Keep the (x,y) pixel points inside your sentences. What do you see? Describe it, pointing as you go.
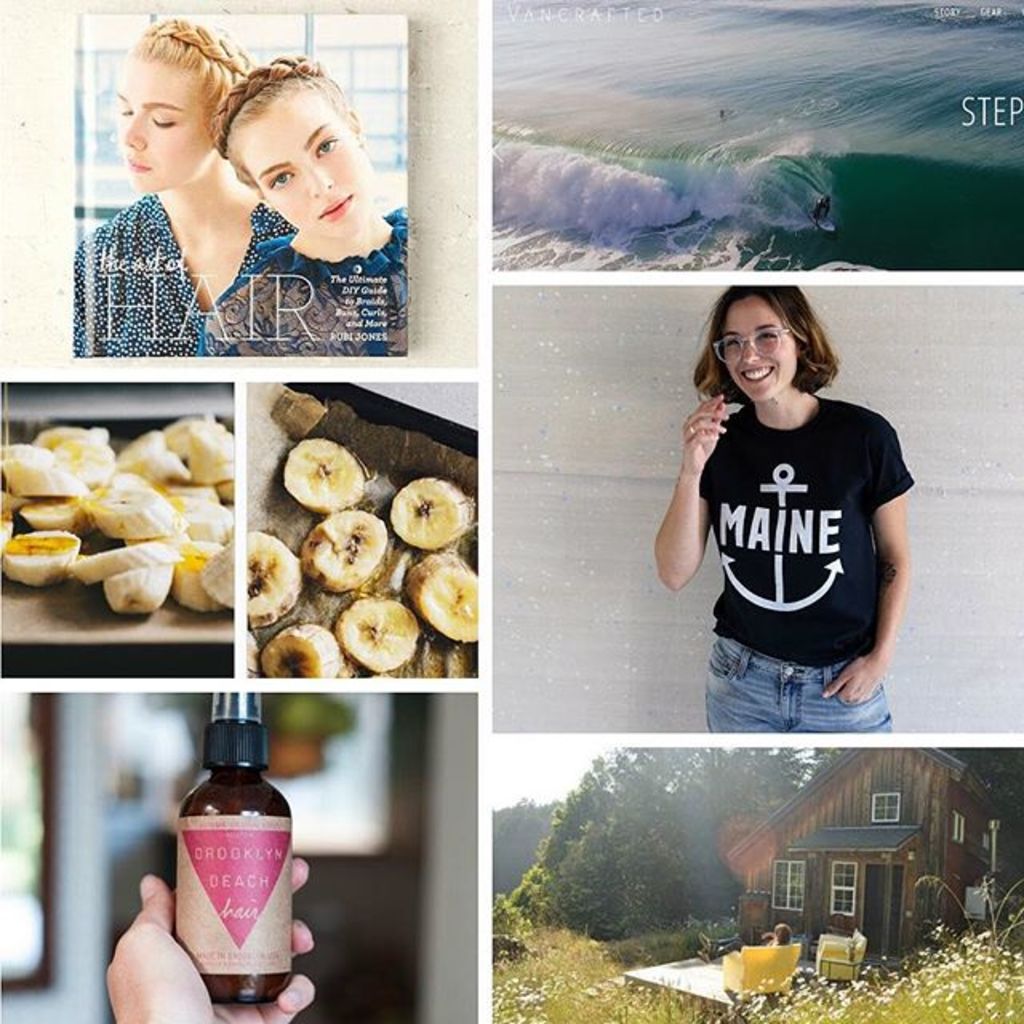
This image is a collage and in this image we can see the women images (311,274) and also house (838,820) with trees (565,855) and chairs (787,968) and also a tonic bottle (244,773), beach (825,153) and the banana pieces (93,559). We can also see the text (942,10).
